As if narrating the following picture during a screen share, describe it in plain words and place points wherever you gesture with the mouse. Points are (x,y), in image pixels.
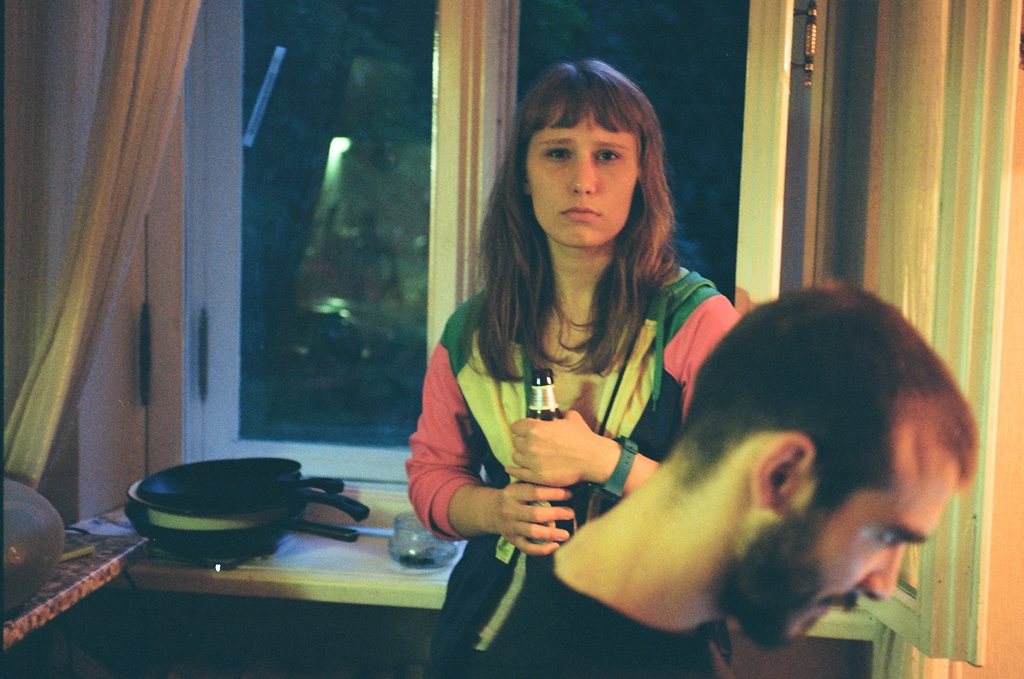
In the picture we can see a man (624,631) sitting and beside him we can see a woman (478,616) standing and holding a beer bottle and keeping her face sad and behind her we can see window desk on it we can see a black color pan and glass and to the window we can see white color frame (988,280) and a curtain (99,77) and from the window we can see some plants (405,253) and light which are not clearly visible.
